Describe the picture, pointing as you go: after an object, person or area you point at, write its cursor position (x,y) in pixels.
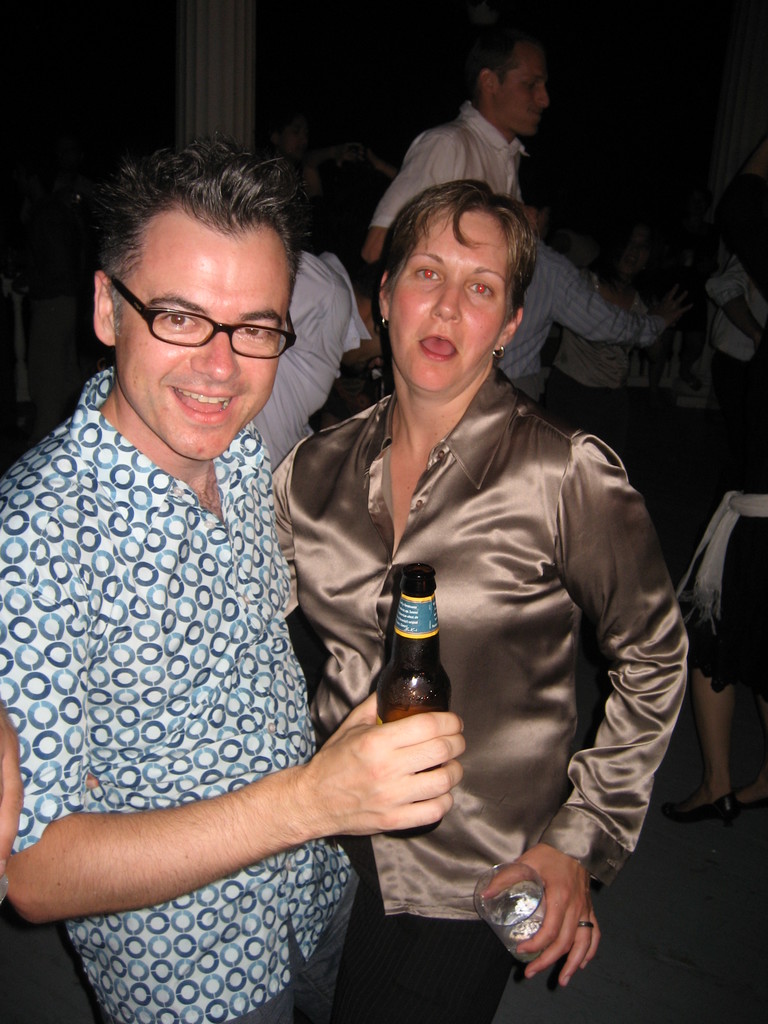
There are so many people (409,523). One person (199,690) is holding a beer (387,709) and one woman (509,825) is holding a glass (534,923), he is wearing glasses (256,353), behind them so many people (593,340) are standing, dancing. It's very dark behind them.
